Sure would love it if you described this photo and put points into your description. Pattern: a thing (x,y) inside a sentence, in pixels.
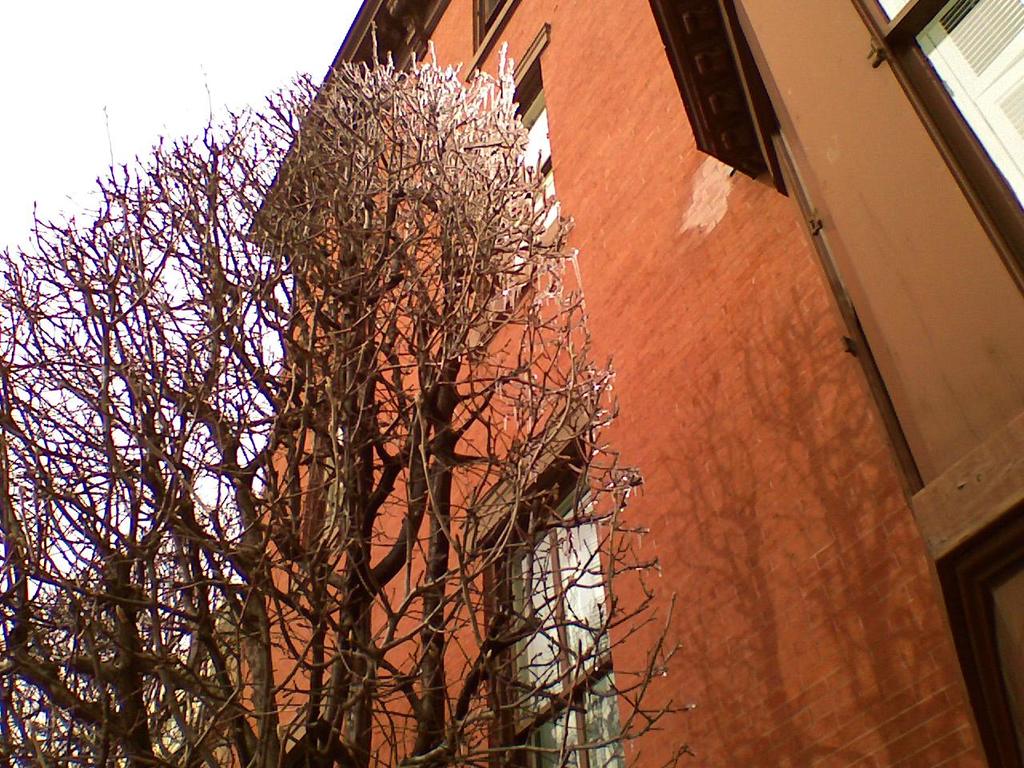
This is an outside view. On the right side (882,439), I can see a building (761,456) along with the windows (956,85). On the left side (224,470) there is a tree (167,258). At the top of the image (200,40) I can see the sky (154,41).
